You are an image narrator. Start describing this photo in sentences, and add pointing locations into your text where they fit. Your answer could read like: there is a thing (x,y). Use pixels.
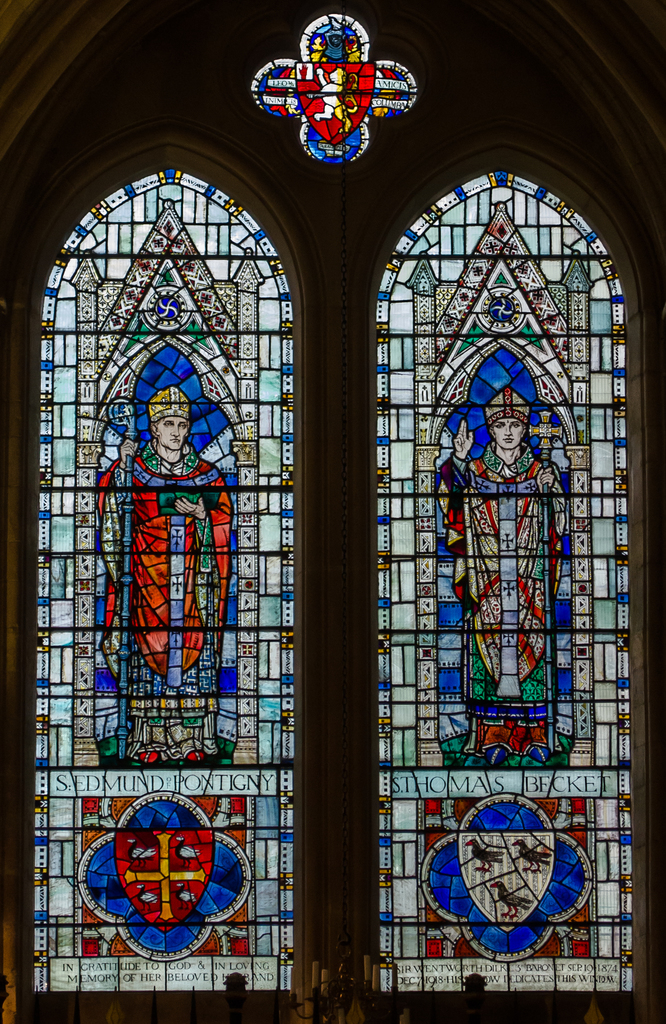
In this picture we can see windows (246,645), design (208,369) on the glass (270,428) and some objects (477,1017).
